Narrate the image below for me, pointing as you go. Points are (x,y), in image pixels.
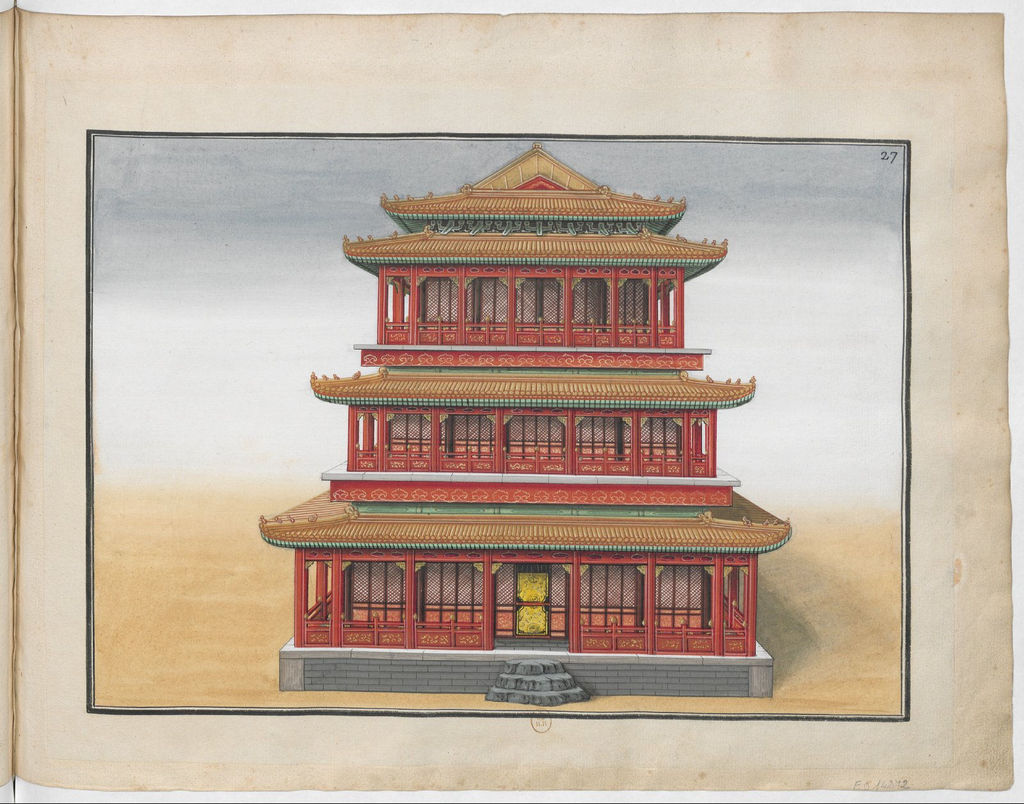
In this image we can see a paper (392,367). In the paper (775,386), we can see a building (603,582). Beside the building (497,565) we can see the ground (773,680). Behind the building (379,355) we can see the sky (766,252).
